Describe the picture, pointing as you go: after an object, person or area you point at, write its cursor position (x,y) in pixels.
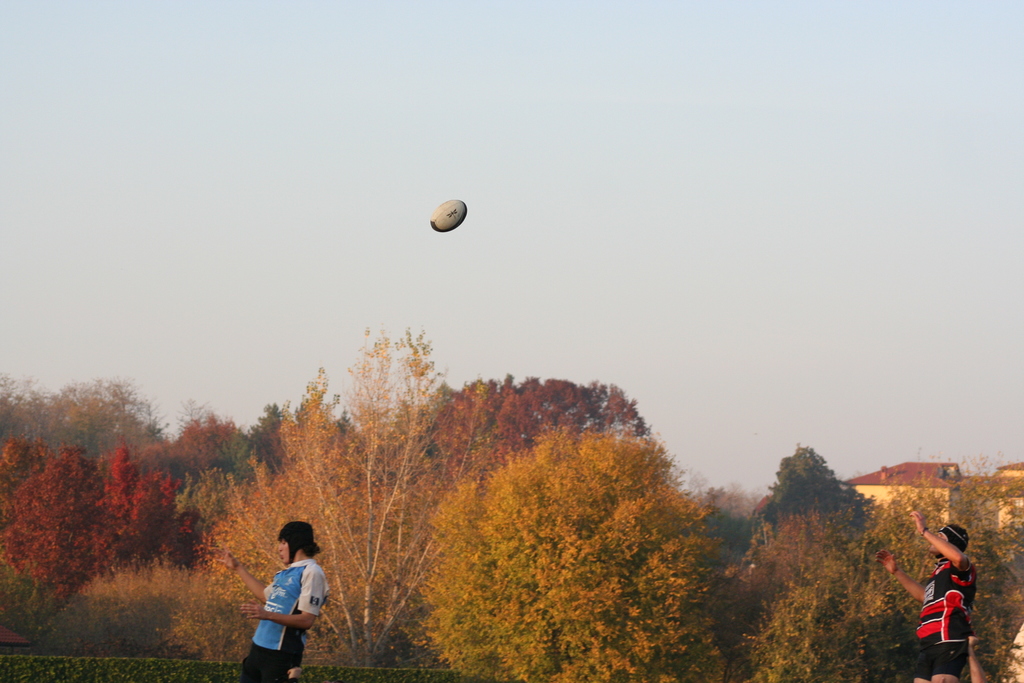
In this image I can see two people (924,639). I can see the trees (500,515). In the background (866,498), I can see the houses (936,472), a ball (461,221) and the sky (748,229).
